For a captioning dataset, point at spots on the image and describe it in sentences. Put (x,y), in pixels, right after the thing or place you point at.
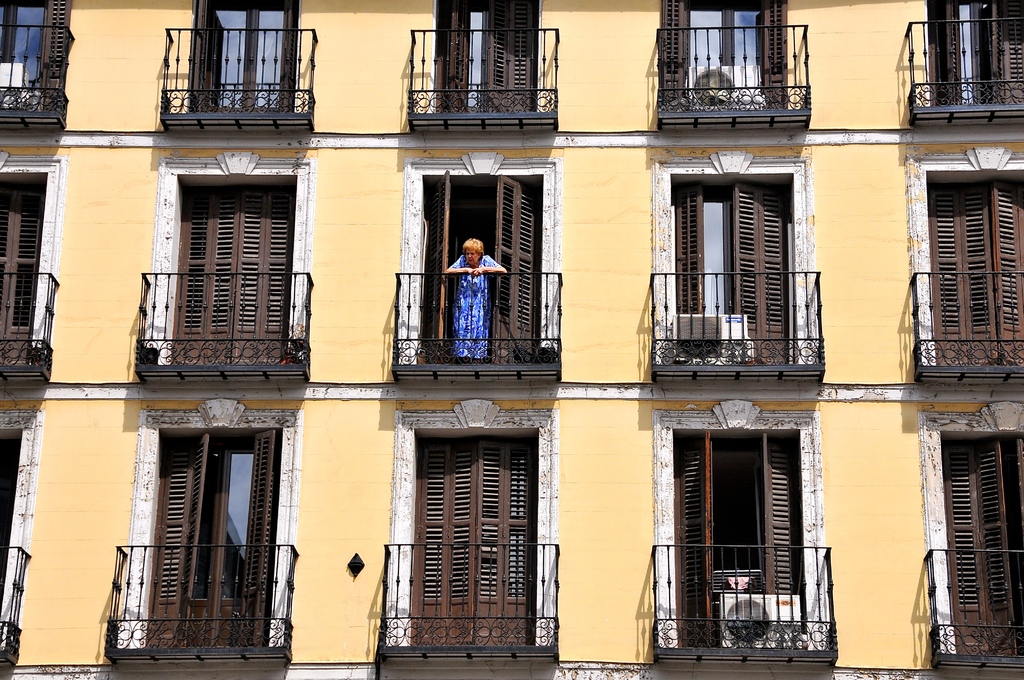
This picture is clicked outside. In the center (648,361) we can see the yellow color building (601,243) with many number of doors (682,38) and we can see the deck rails (745,621) and we can see electronic machines (718,80). In the center (472,310) there is a person (470,296) wearing blue color dress (471,283) and standing on the floor (475,366).
